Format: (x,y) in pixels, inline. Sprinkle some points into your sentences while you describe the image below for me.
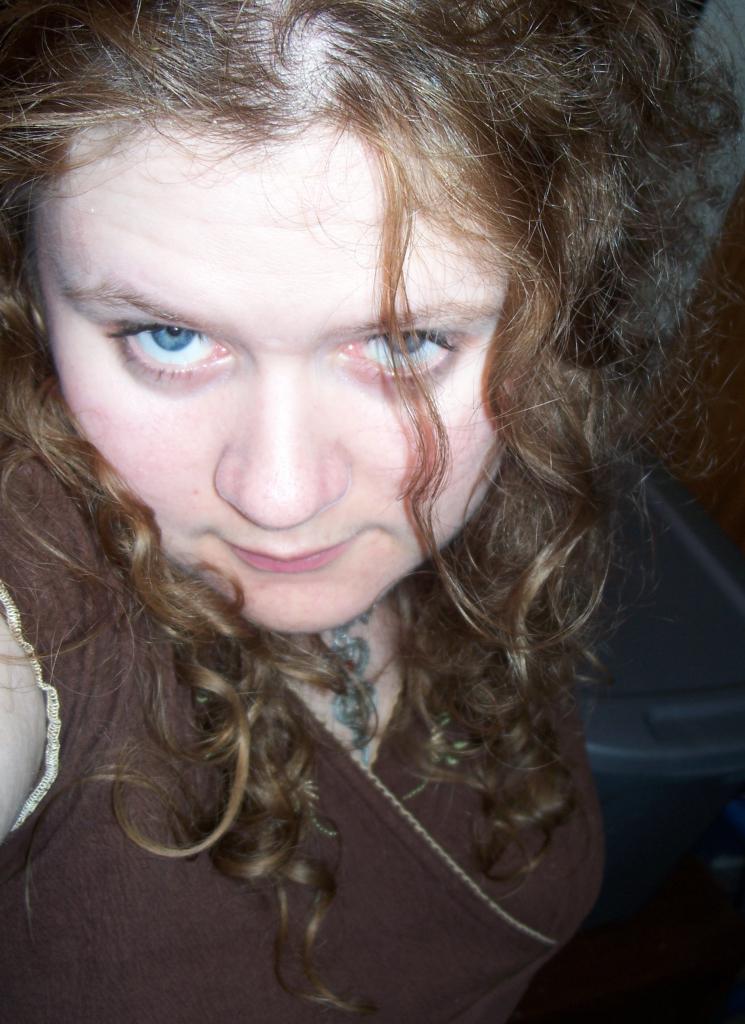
This picture shows a woman (79,664). she wore a brown dress (48,975) and we see a plastic box (719,718) on the side.
